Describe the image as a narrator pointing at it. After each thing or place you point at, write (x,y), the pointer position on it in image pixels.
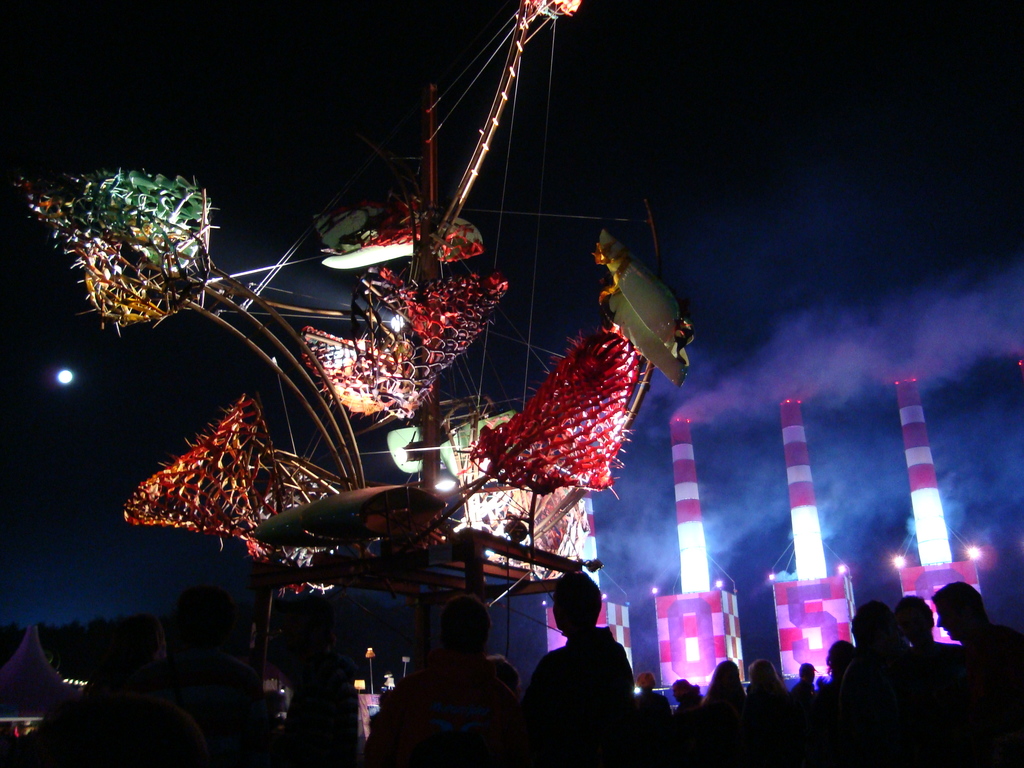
In this image we can see a decorative item (333,508). On the right side (919,458), we can see three objects (790,453) look like pillars (685,466) and smoke (726,517). At the bottom (599,632) we can see a group of persons (344,682). On the left side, we can see the moon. The background of the image (65,321) is dark.
